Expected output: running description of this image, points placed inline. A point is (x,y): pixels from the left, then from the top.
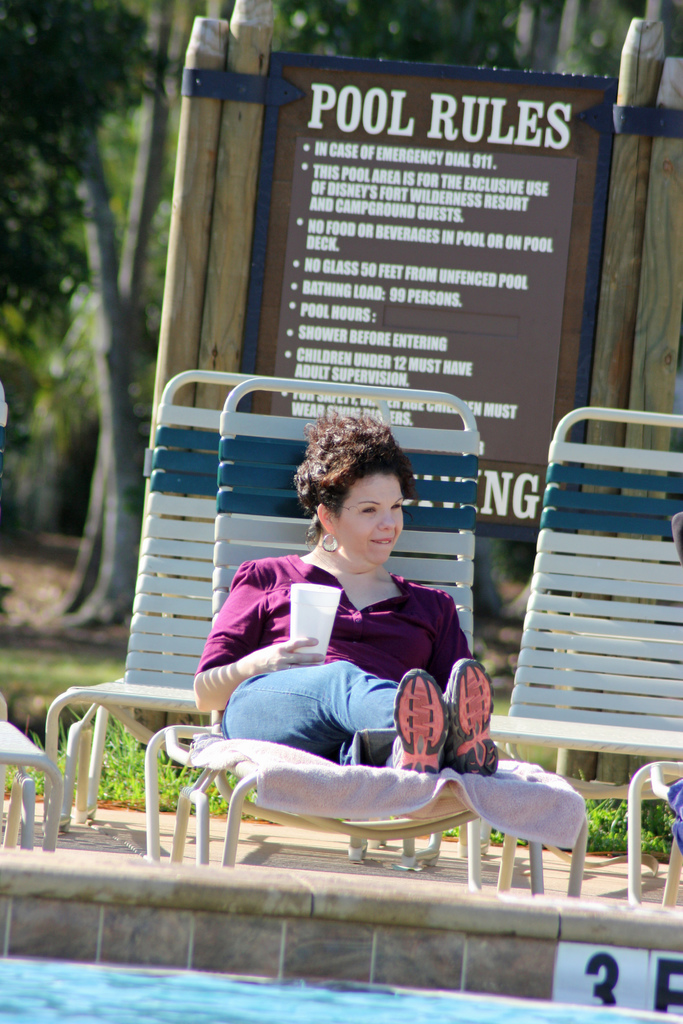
In this image there is water (230,1023), a person (318,553) holding a glass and laying on the swimming pool bench (281,461), and at the background (549,503) there are swimming pool benches (635,823), board (379,317) to the wooden poles (661,357), grass (39,728), plants (10,507), trees (138,195).
